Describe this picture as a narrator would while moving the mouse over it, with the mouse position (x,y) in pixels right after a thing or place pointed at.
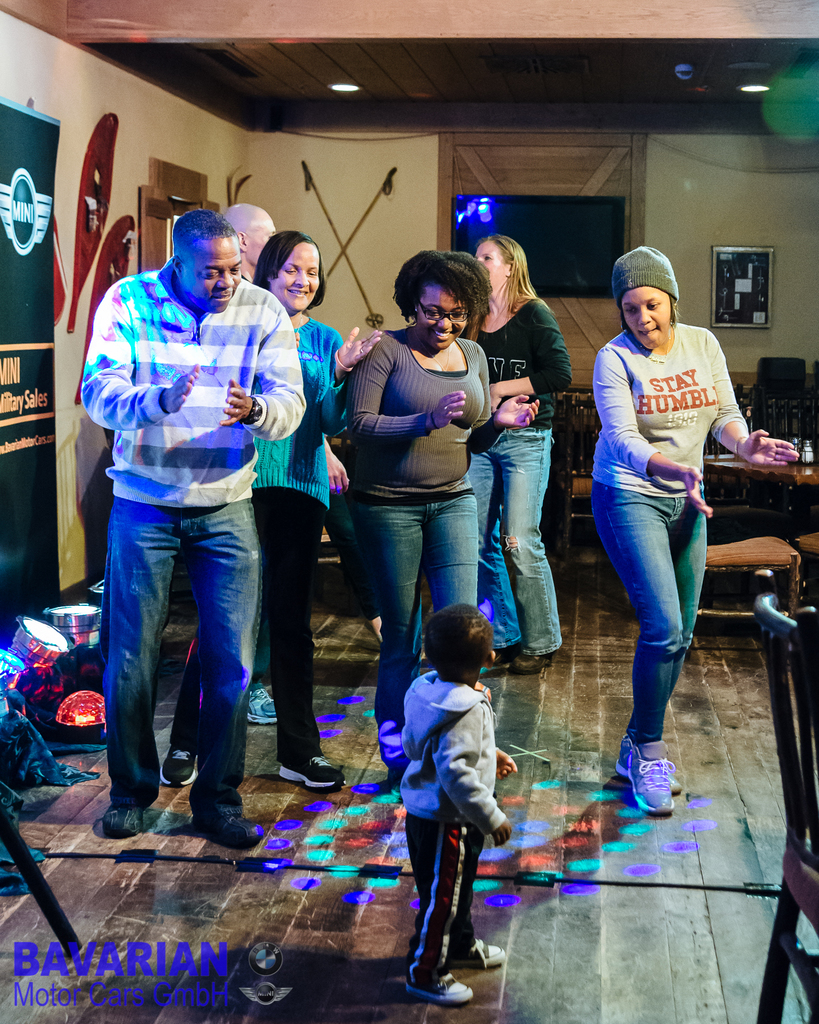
In this image there are people (154,522) and we can see a board (33,290). There is a television (555,265) placed on the wall (567,172) and we can see a frame (733,324). There is a table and we can see chairs (795,599). There are lights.
